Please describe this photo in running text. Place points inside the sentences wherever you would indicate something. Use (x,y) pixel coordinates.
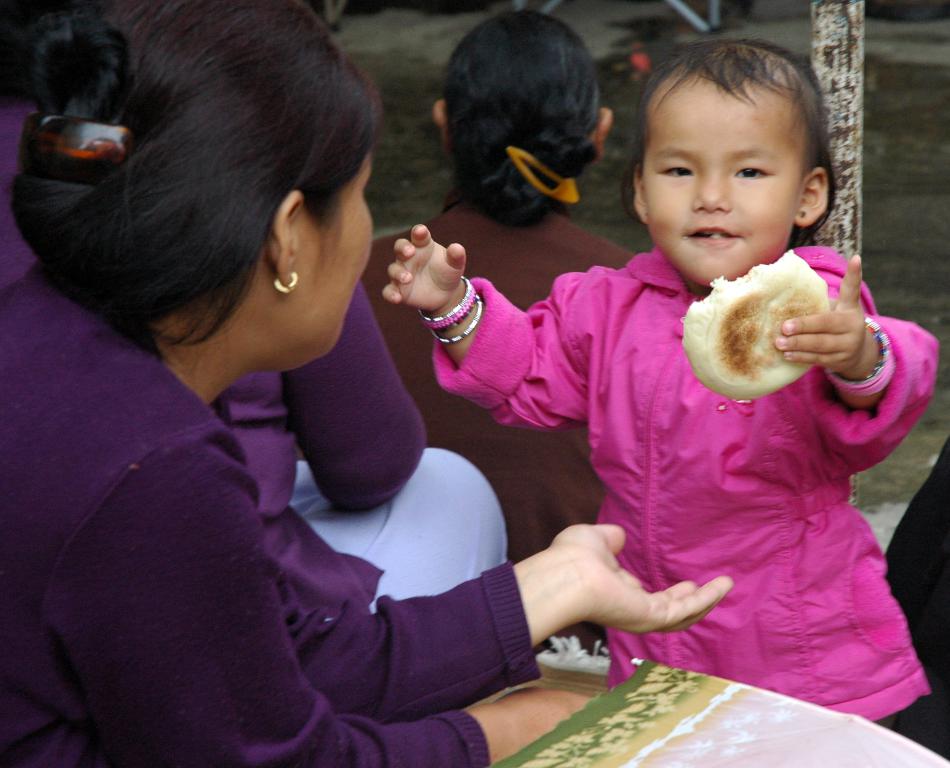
In this image I can see few people (290,400). There is a child (682,376) holding food item (738,330) in one hand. There is a wooden pole (815,58) and in the bottom right corner (769,735) there is some object (551,752).
